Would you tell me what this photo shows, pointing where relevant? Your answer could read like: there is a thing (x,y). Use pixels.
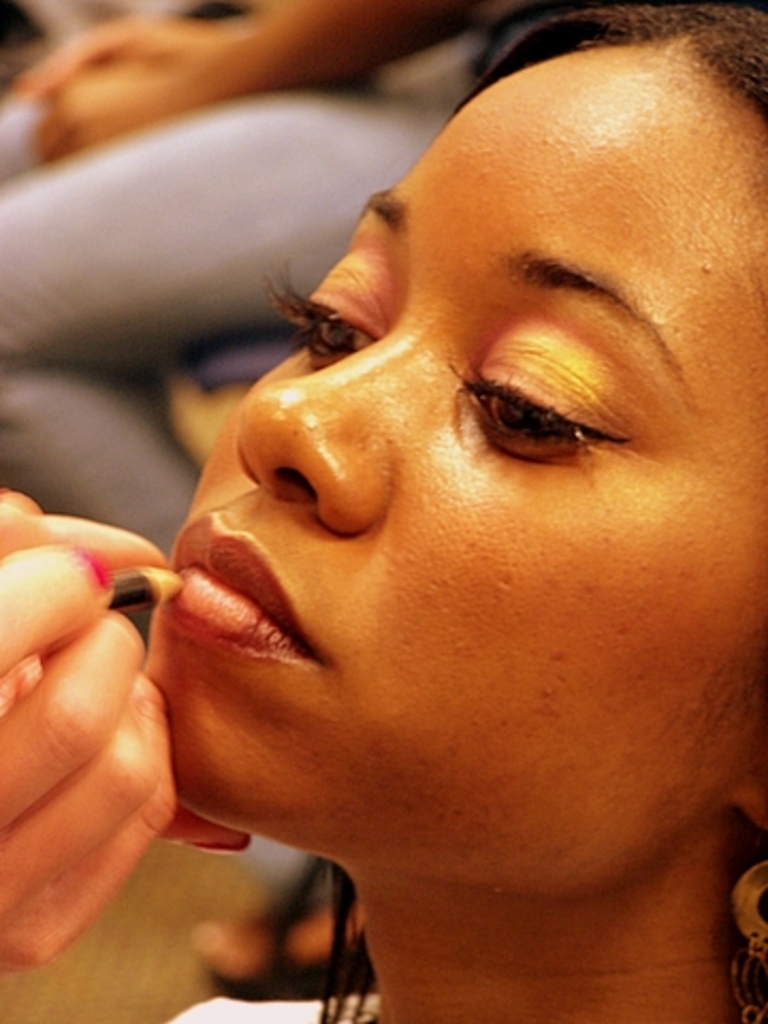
In this image in the foreground (316,562) there is one woman (307,612), and on the left side (56,676) there is one persons hand (82,702) is visible and she is putting makeup (180,575). And in the background (135,274) there is another person (134,305).
